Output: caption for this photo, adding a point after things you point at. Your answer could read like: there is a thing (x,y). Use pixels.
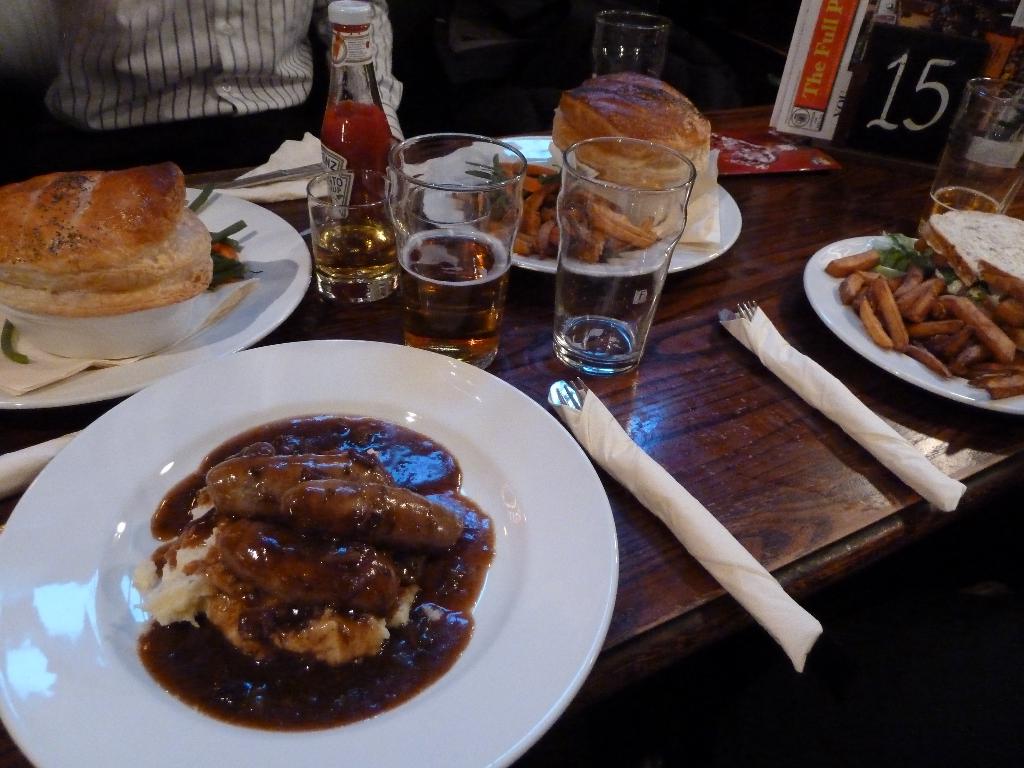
This is the wooden table (733,358). I can see plates (297,299), glasses (591,233), ketchup bottle (356,156), forks (582,395) wrapped with tissue papers (773,352), cards (828,83) and few other things (910,111) are placed on the table (748,250). Here is a person (183,115) sitting. These plates (249,263) contain food items (524,207) in it.
